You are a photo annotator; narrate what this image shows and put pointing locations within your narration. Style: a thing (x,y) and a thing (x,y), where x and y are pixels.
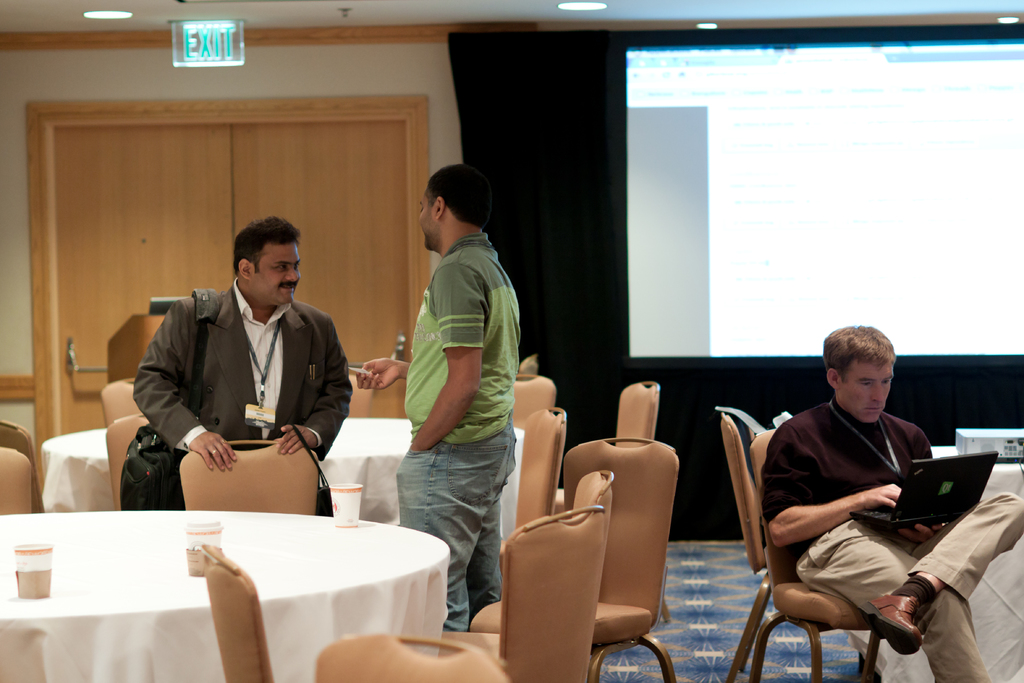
This is the picture of the inside of the room (328,455). There are three people (305,384). One person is sitting and two men (501,369) are standing. The brown color shirt person (843,465) is holding like a laptop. His look at the laptop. He's wearing a id card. The standing person (508,395) is like holding something. The other standing person (326,394) is wearing id card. His smiling. There is a table (406,591) and chair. There is a cup (356,511) on the table (368,521). We can see in the background (729,329) there is a projector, door (326,139) and lights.
